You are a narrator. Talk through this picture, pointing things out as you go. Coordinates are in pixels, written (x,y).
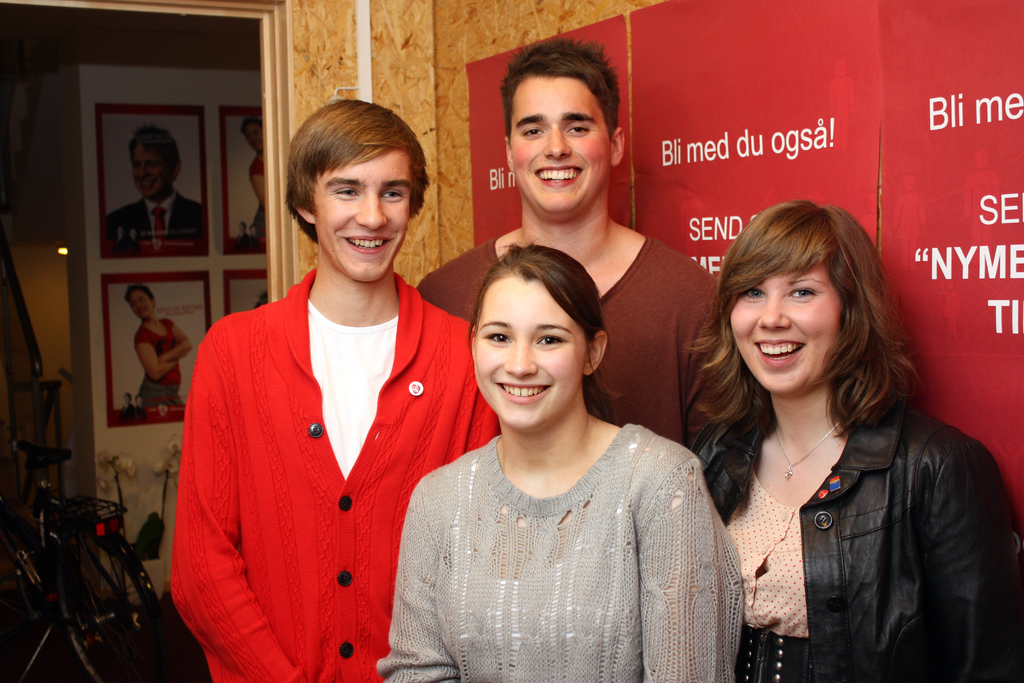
In this image, we can see some people (683,369) standing and there are some posters (963,36) on the wall (409,29). We can see a bicycle (53,553) on the left side (42,560).
